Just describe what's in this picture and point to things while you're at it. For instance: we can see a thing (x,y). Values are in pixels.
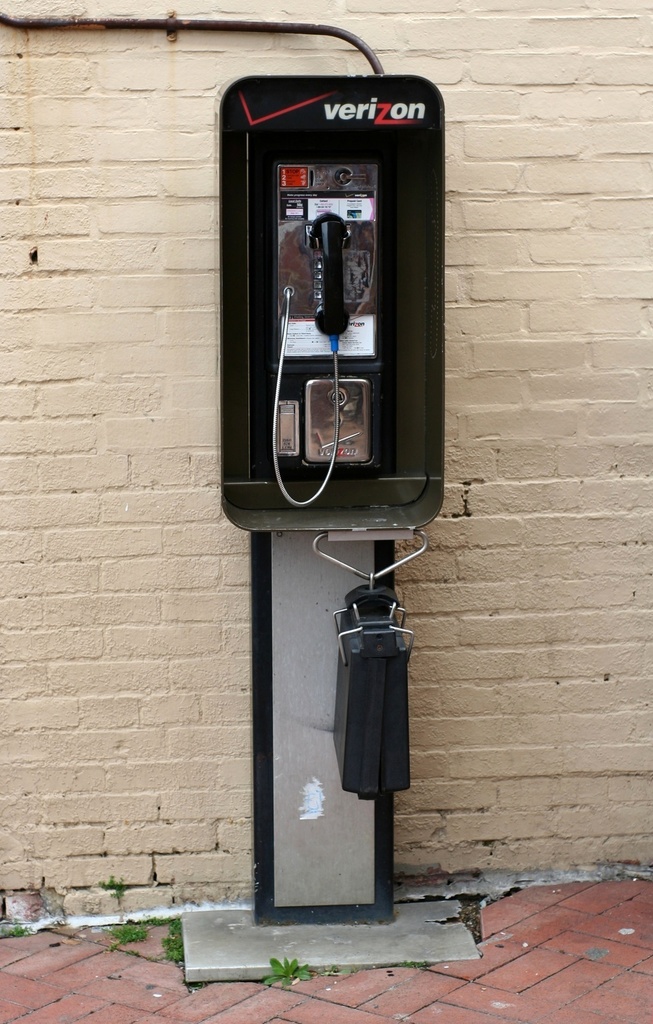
This picture is consists of a verizon telephone booth (332,204) in the center of the image (369,499).
